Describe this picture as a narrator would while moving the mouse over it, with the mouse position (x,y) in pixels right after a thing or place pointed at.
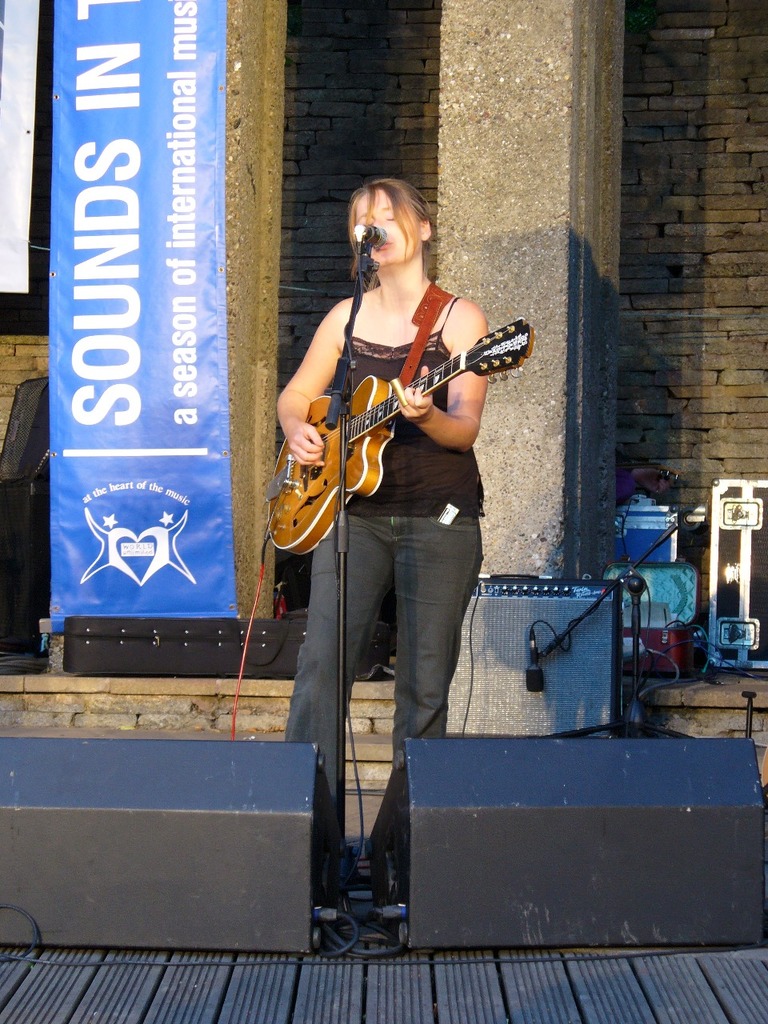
This is the image where a women (432,469) is standing by holding a guitar (353,450) in her hands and singing in the mic (369,235). These are the speakers (197,841). In the background (58,6) there is a banner (142,427) or poster (114,357). This is the building (519,191). This is the brick wall (707,249).
